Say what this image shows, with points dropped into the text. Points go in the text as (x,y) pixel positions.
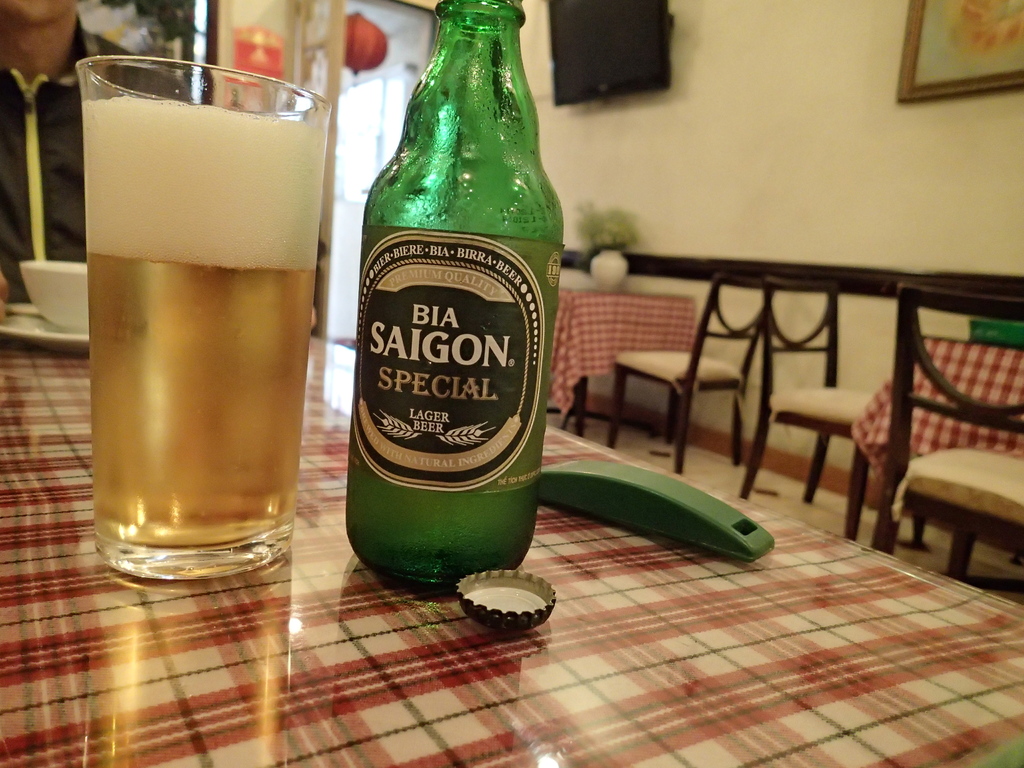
In this image i can see a beer bottle (490,315), glass (280,409) with beer (153,319) in it, bottle cap (480,581) and bottle opener (607,469). In the background (615,230) i can see chairs (766,436), a flower pot (594,262), a television (570,81), a wall (782,129), a photo frame (966,95) attached to the wall (837,86) and a person (55,41).
